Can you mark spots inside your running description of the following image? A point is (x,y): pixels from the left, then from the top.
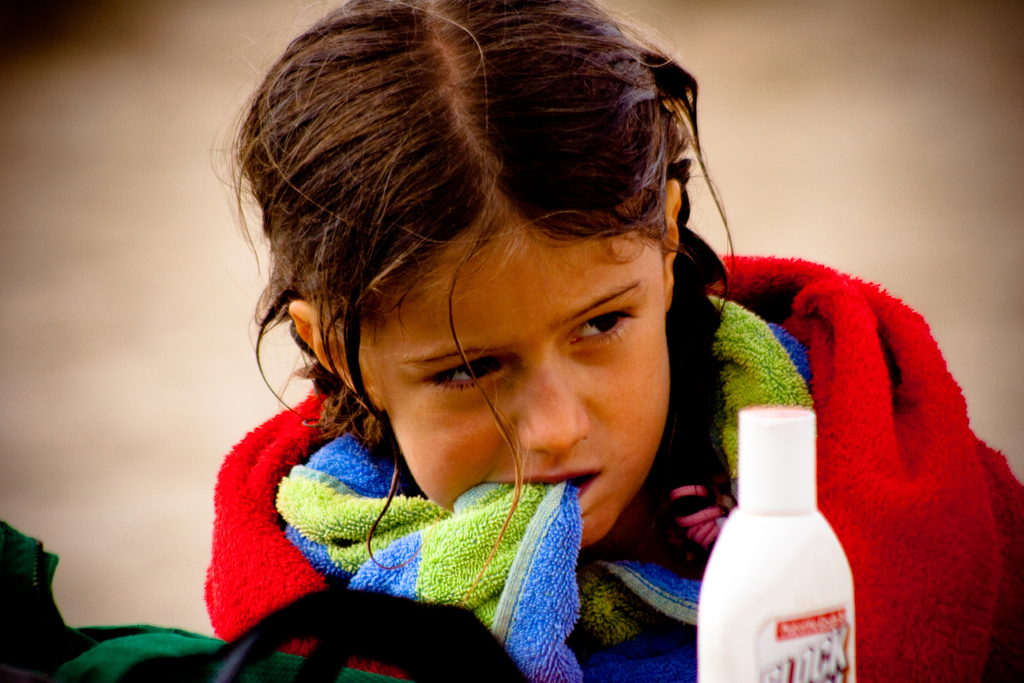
This is a picture of a small girl (524,139) who is covering a towel (883,353) and there is white bottle (747,486) in front of her and the towel (376,558) is in red, blue and green in color.
